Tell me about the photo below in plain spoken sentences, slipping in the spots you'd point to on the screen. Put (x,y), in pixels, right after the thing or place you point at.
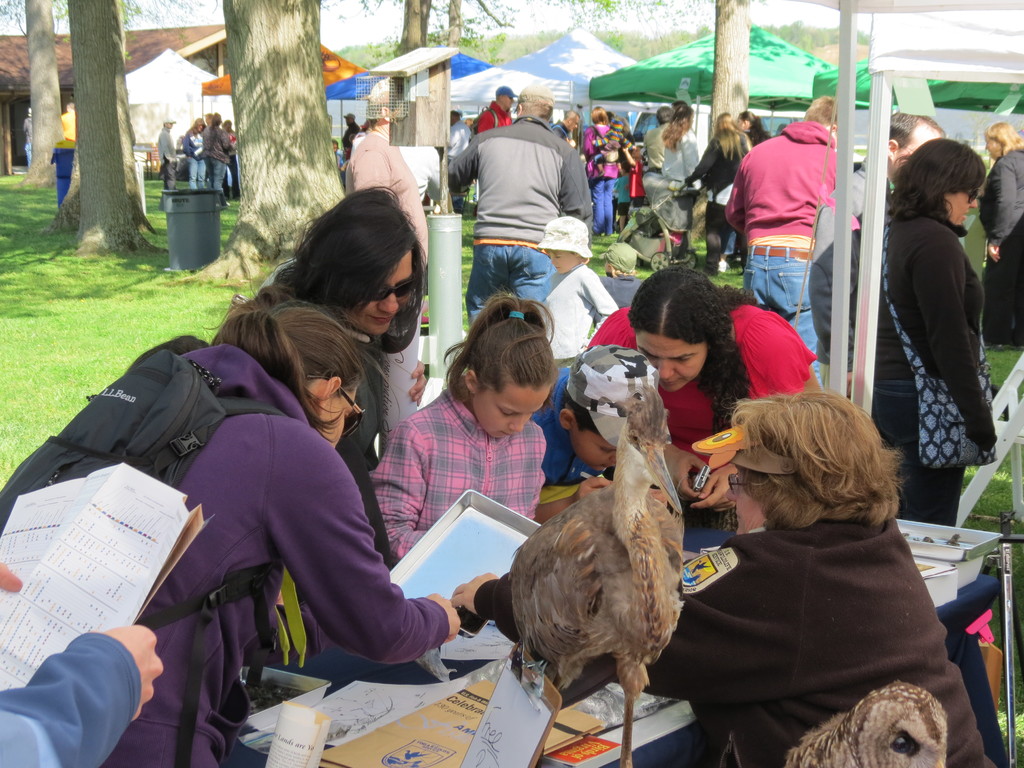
In this image we can see a group of people (428,423) standing in front of a table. One woman (316,481) is wearing goggles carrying a bag (245,589). On the table (450,662) we can see group of boxes (511,719) and papers (391,726). In the foreground (758,434) we can see two birds (617,576) and a woman (820,574) wearing spectacles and a cap (768,461). To the left side of the image (93,693) we can see a person (134,662) holding a paper (94,555) in his hand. In the background (202,72) we can see a group of sheds (876,304), trees (65,229), a building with roof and the sky (552,22).
